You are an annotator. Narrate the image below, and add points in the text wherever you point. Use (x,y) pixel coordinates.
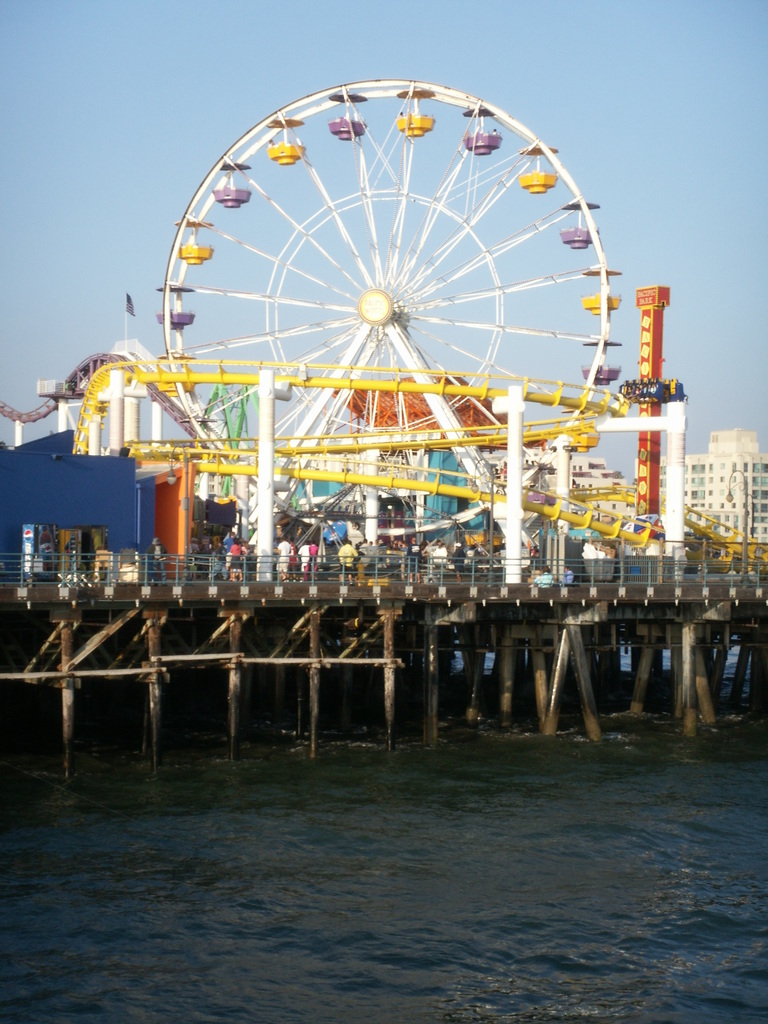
In the middle of this image (371,453) we can see giant wheel (534,469), pillars (522,471), people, fence (622,557), wooden pole (672,648), building (690,498) and objects (94,534). There is the sky (336,69) at the top of the image (670,113). We can see water (346,878) at the bottom of the image (217,926).
